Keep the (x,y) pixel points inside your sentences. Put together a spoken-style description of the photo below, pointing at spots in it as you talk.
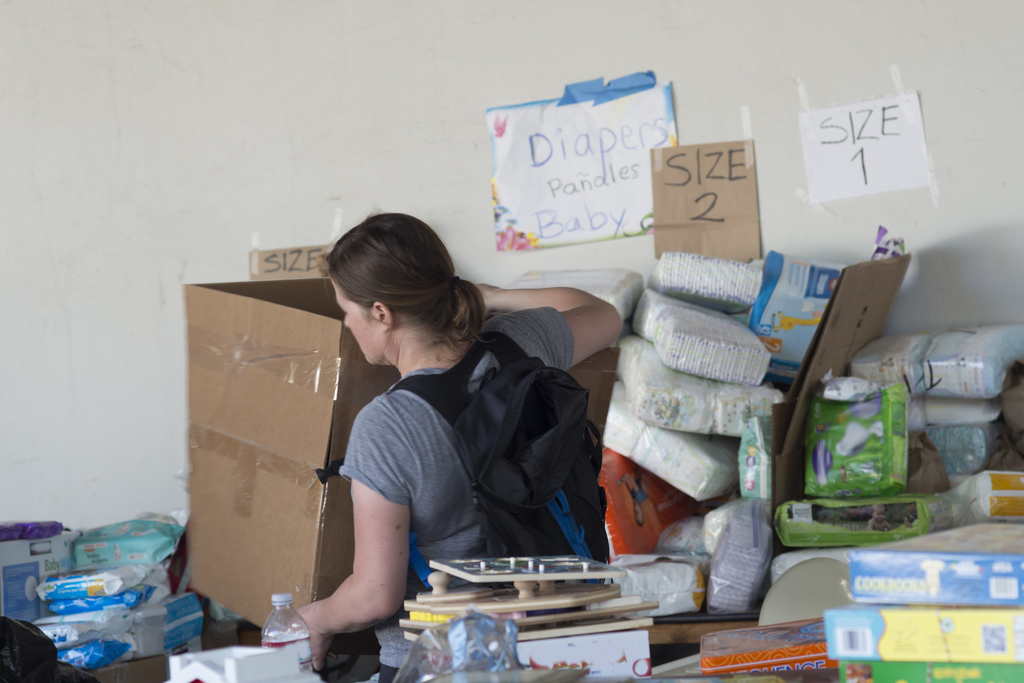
In this picture there is a view of the store room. In the front (358,394) there is a woman (423,460) wearing a black backpack (547,474) on the back (447,450) and lifting the brown cardboard box (232,407). Beside there are some cover packets (672,357). In the background (176,84) there is a white wall (675,97).
